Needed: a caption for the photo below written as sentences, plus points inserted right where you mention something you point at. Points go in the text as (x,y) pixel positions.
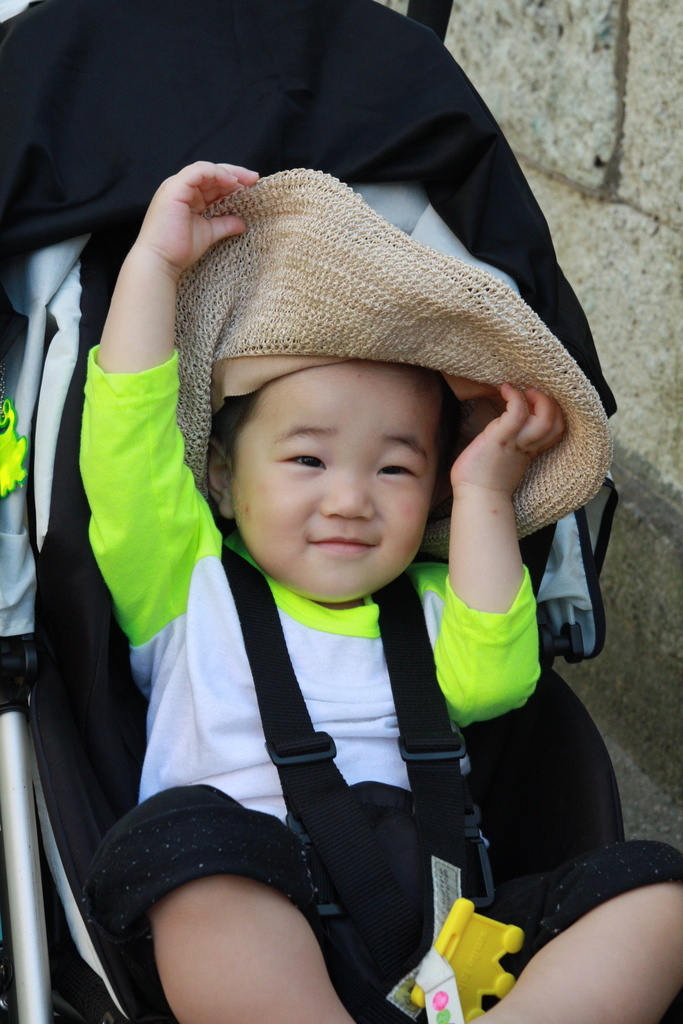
In this picture we can see a baby (476,612) in a stroller (530,782) and we can see a wall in the background (571,673).
